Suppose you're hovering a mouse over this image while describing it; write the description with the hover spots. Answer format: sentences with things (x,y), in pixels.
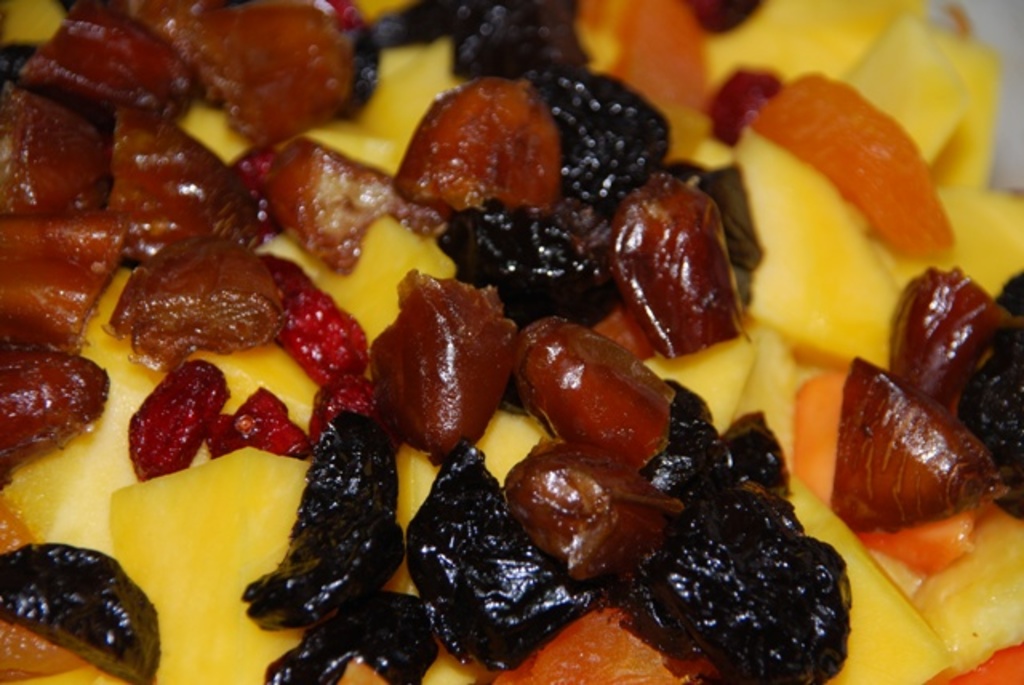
In this image we can see there are some fruits (472,395).
